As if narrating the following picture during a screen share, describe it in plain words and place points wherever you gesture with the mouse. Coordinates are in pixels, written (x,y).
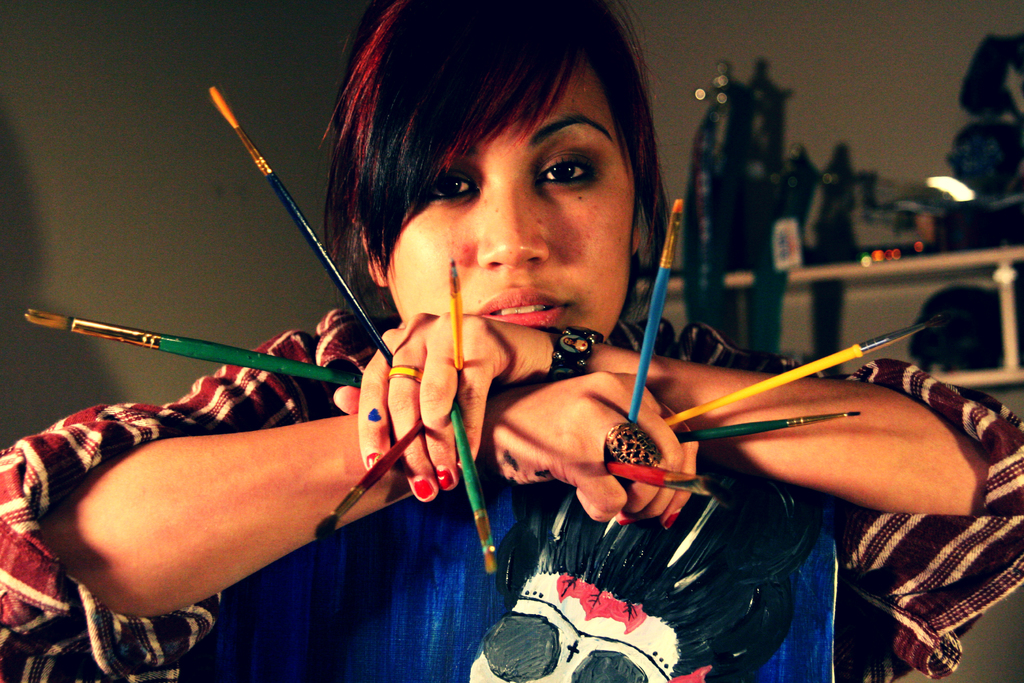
There is a lady (570,356) standing and placed her hands (542,426) on a blue color object (586,577) which has a picture (597,625) on it and there are few paint brushes (459,351) in middle of her fingers (652,398).
